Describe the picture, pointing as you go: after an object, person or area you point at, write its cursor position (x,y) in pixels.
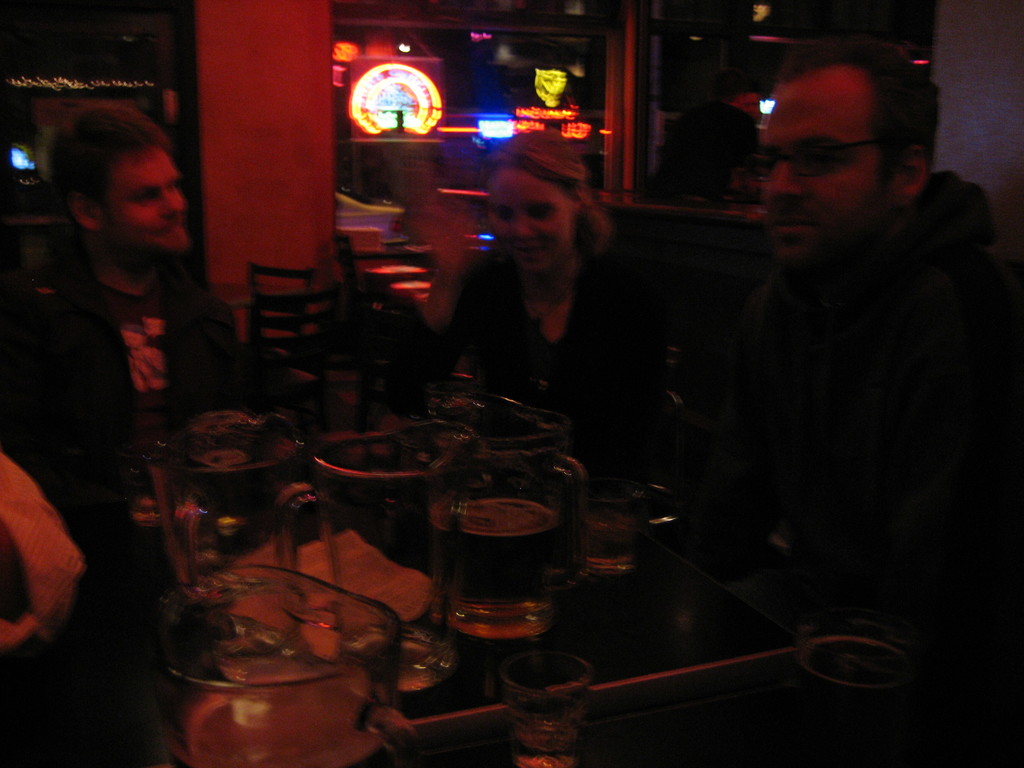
In this image we can see the people (868,198) sitting on the chairs (673,416) in front of the dining table (609,752). On the table (584,600) we can see the papers (411,597), glasses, glass jugs (288,499). In the background (261,251) we can see the pillar (287,204), lights (767,111) and also the empty chairs (294,270).
